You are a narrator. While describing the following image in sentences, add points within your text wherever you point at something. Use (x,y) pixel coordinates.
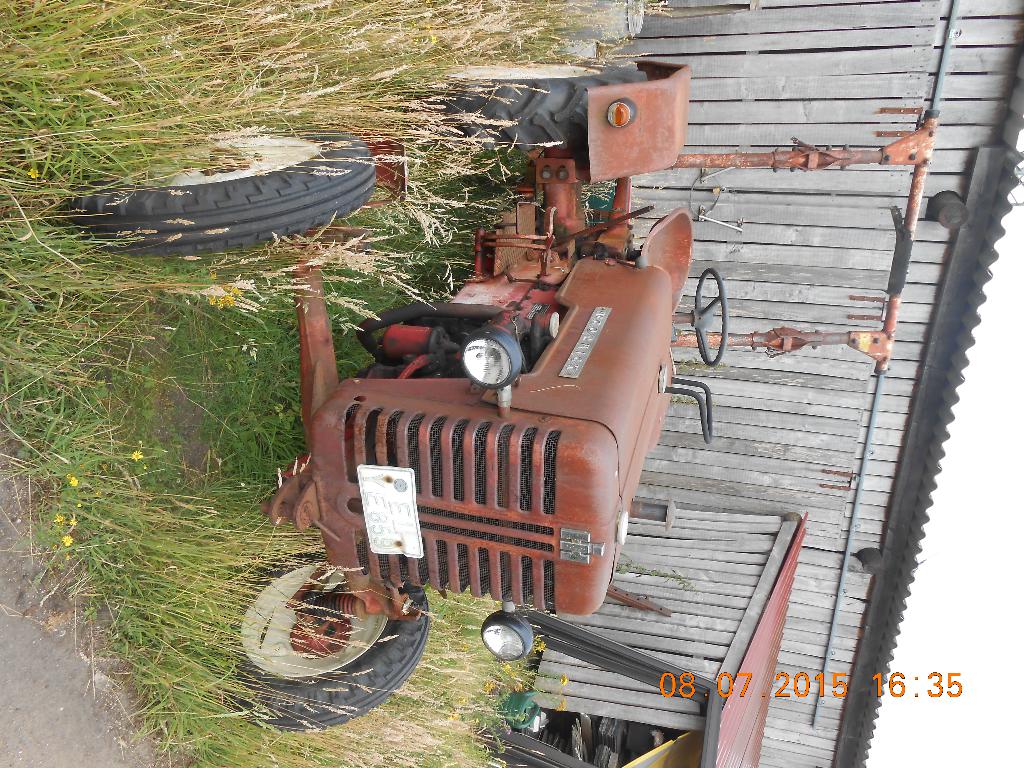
This is a tilted picture. In this picture we can see a tractor (648,379), shed (812,460), plants (168,575). In the bottom right corner of the picture (689,690) we can see date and time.
